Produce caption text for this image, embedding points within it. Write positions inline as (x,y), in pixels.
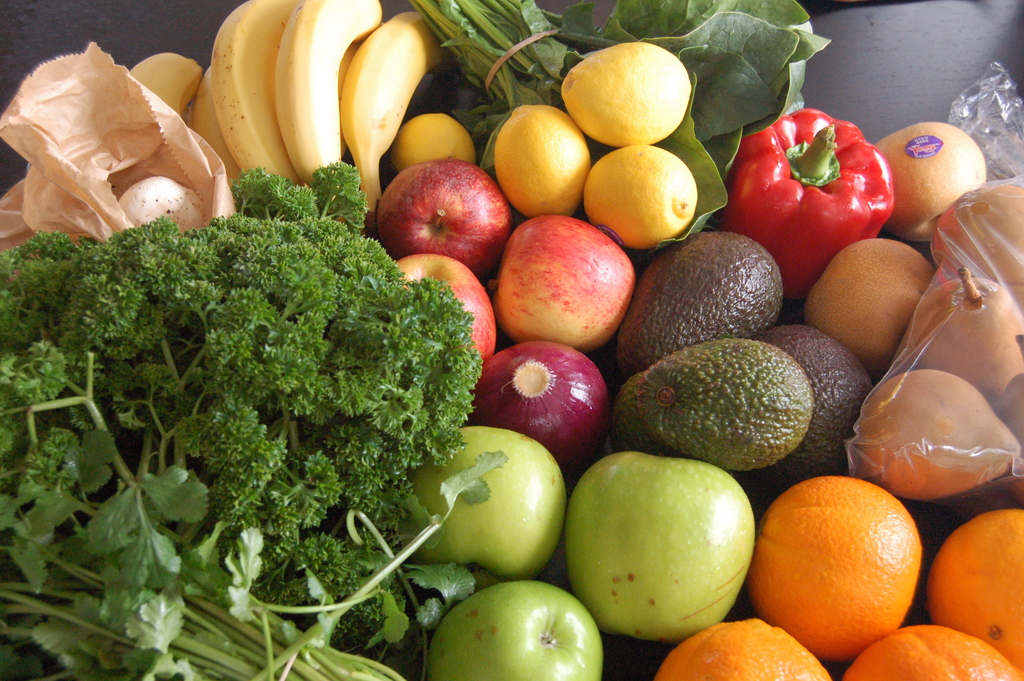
In this image, we can see some fruits (680,303). We can also see some vegetables (487,98). Among them, we can see some green leafy vegetables (141,380). We can also see some food item (173,199) in the cover (106,123).
